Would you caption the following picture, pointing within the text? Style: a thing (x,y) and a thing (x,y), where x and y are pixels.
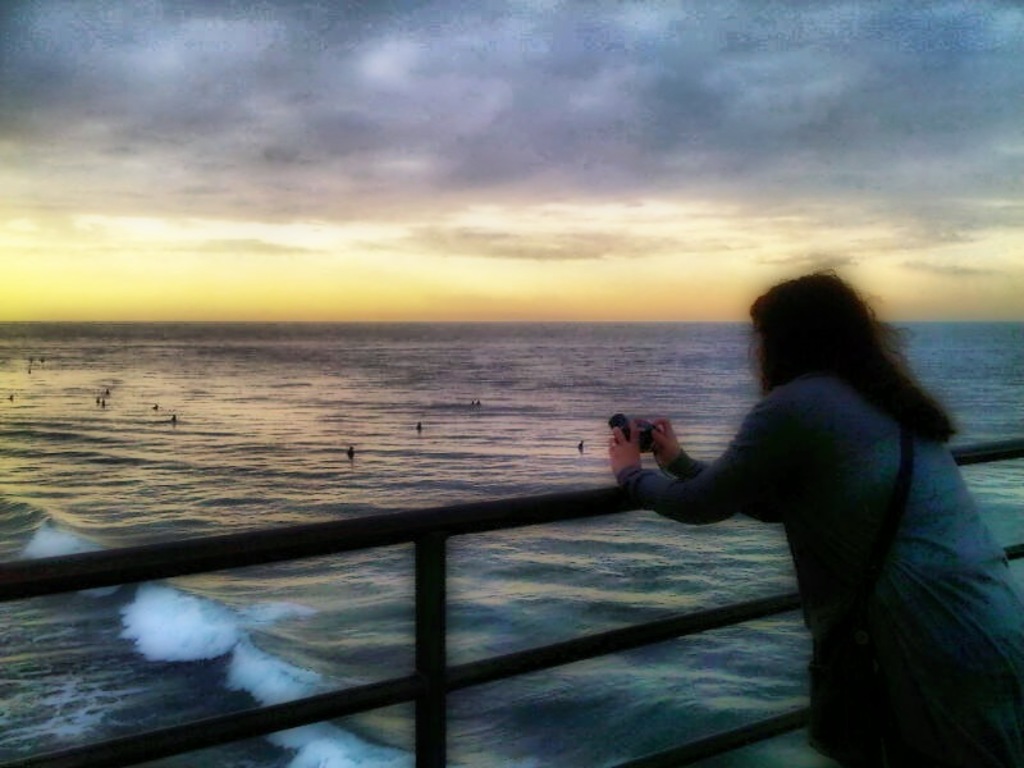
On the right side of this image (821,515) there is a woman (881,450) holding a camera (642,448) in the hands (632,458), standing facing towards the left side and leaning to a railing (441,640). In the background (437,460) there is an Ocean (204,394). At the top of the image (506,153) I can see the sky (321,189) and clouds (418,110).
